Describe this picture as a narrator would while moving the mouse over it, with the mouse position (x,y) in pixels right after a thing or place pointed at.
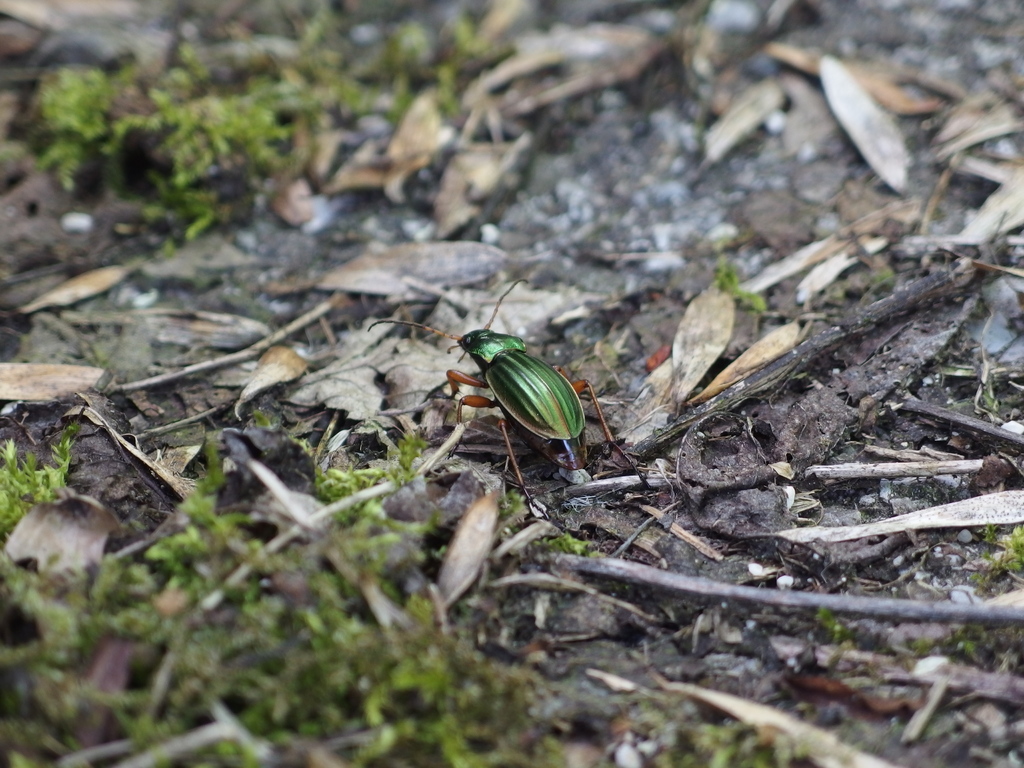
In this image we can see an insect (505,346) on the leaves (703,357) on the ground (747,480) and we can also see sticks (211,412) and grass (431,745) on the ground (306,156).
